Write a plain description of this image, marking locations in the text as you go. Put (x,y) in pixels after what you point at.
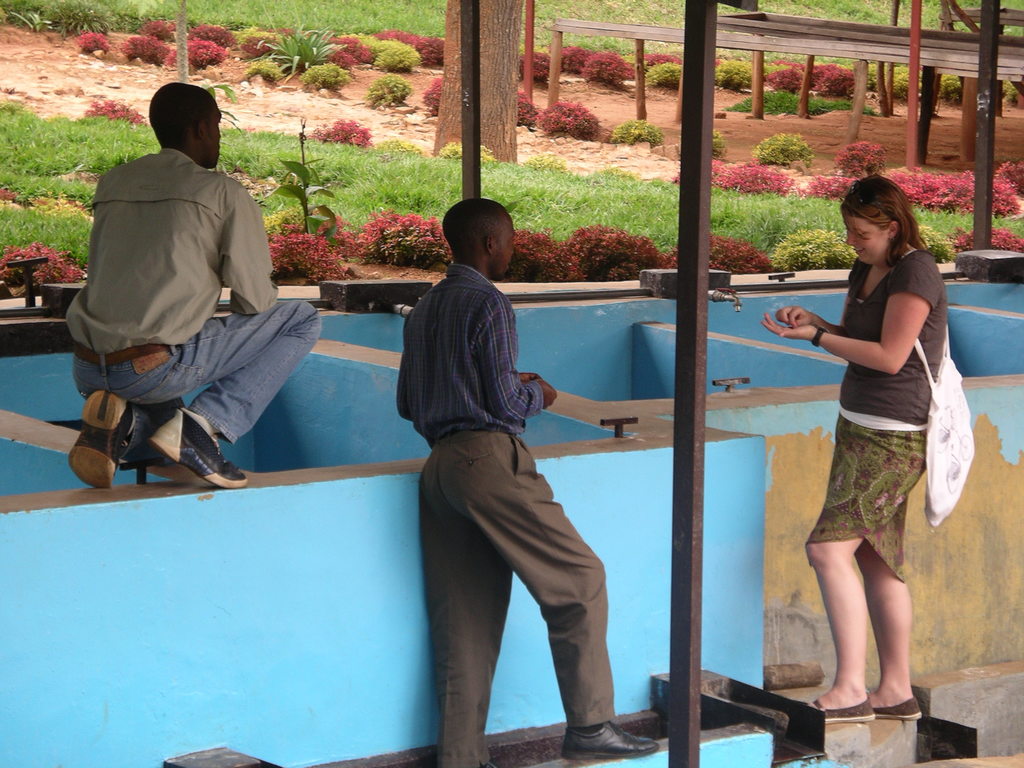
There is a lady (858,374) standing and holding a bag (941,405) on the right side (882,393). Also there is a man (462,390) standing and another person (170,350) is on a squat position on the side of the tank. There are many tanks (352,379). Also there are poles (692,388). In the background (414,187) there are grasses (405,204) and wooden poles (762,67).
